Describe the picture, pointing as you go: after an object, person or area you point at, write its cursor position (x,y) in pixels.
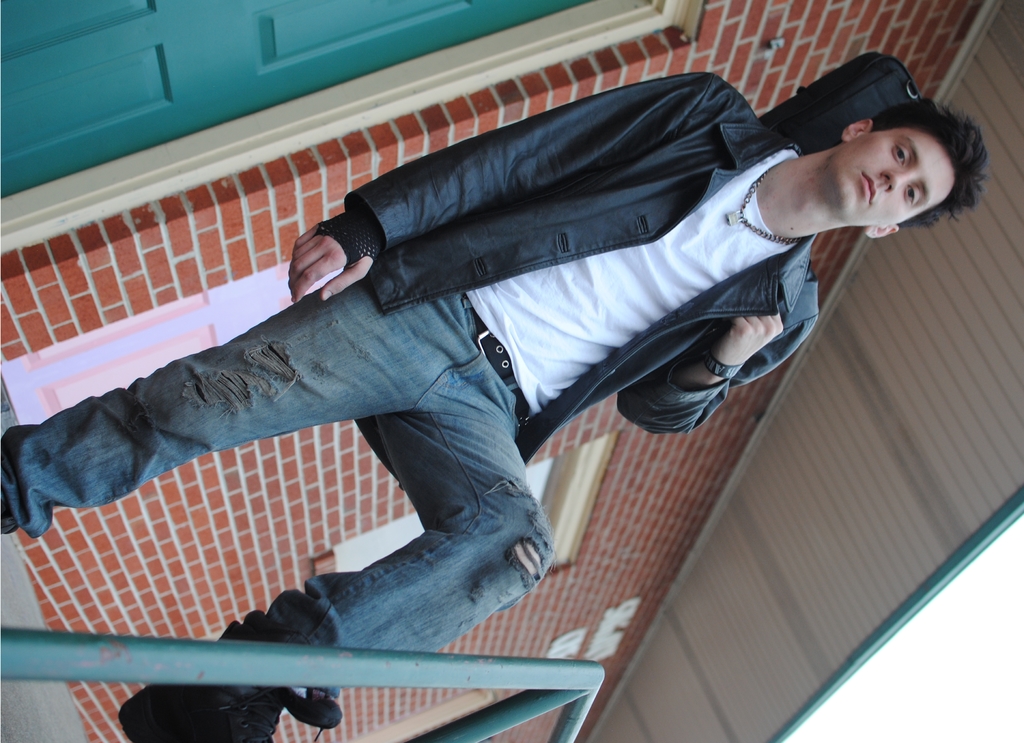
In this image I can see the person (692,299) is standing. I can see the building (820,27), windows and the door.
